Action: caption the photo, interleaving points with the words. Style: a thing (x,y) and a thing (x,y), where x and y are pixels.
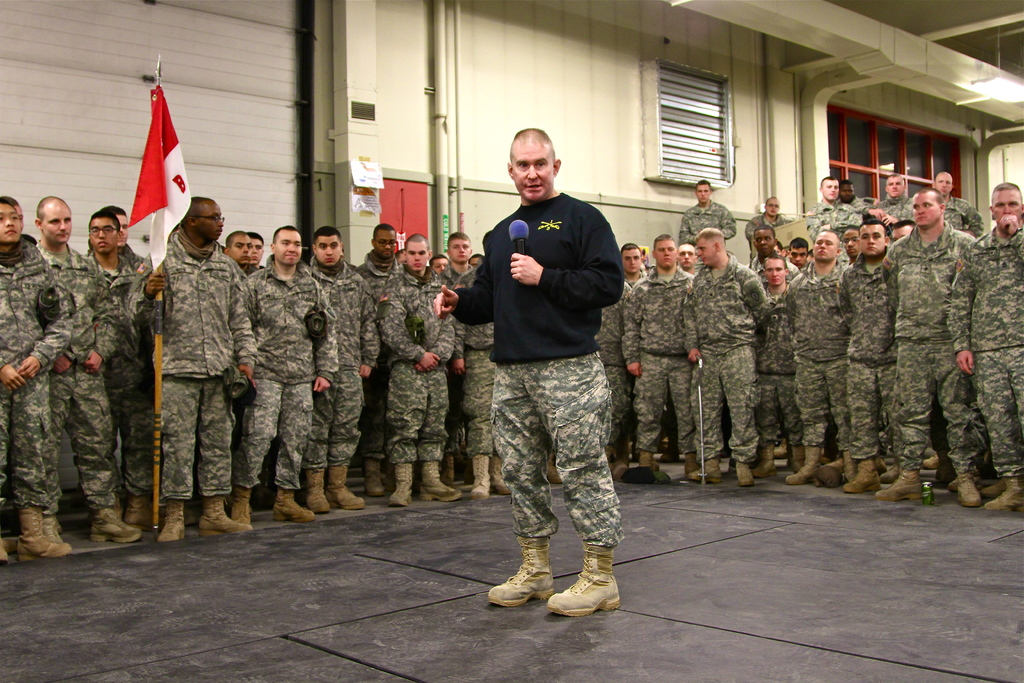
In this image I can see there are group of people (744,328) standing on the floor (748,493) and in the middle (491,280) I can see person (544,315) holding a mike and in the group of people (226,294) I can see a person (168,335) holding a flag (163,160). At the top (515,107) I can see the building (974,149), on the building (816,160) I can see the window (840,124) and the pipe (438,73).
